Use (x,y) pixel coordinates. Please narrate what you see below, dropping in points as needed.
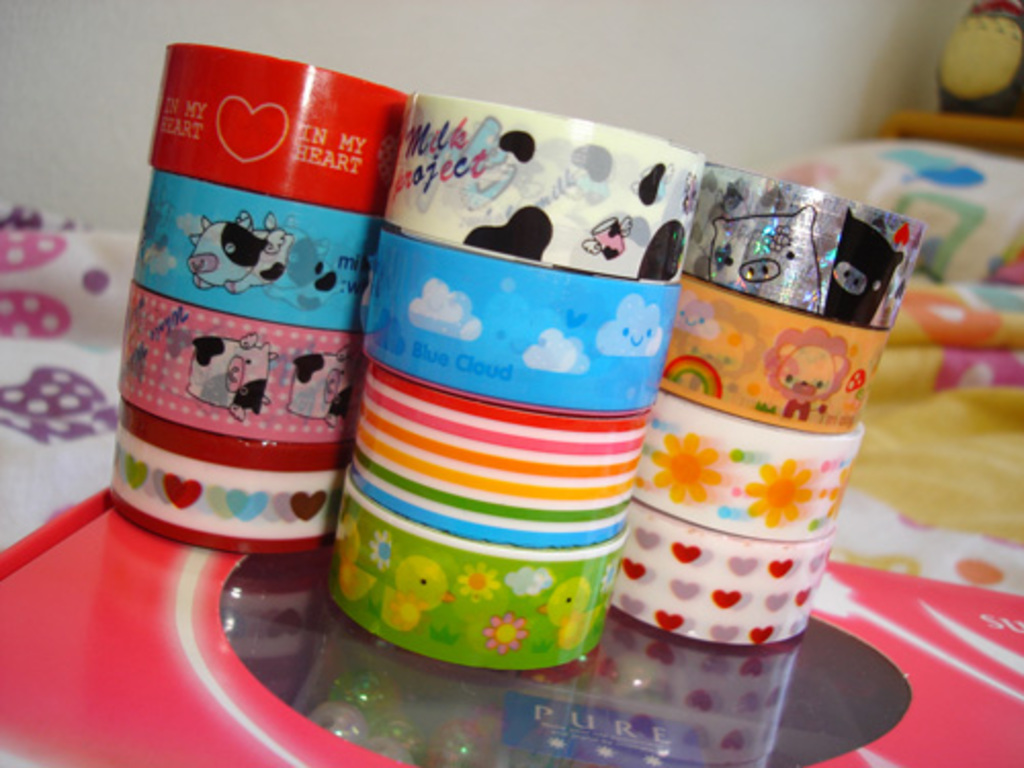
In this image we can see a bed (920,419). On the bed (906,419) there is a box (296,589) and some tapes (326,325). In the background (277,47) there is a wall (660,69).
